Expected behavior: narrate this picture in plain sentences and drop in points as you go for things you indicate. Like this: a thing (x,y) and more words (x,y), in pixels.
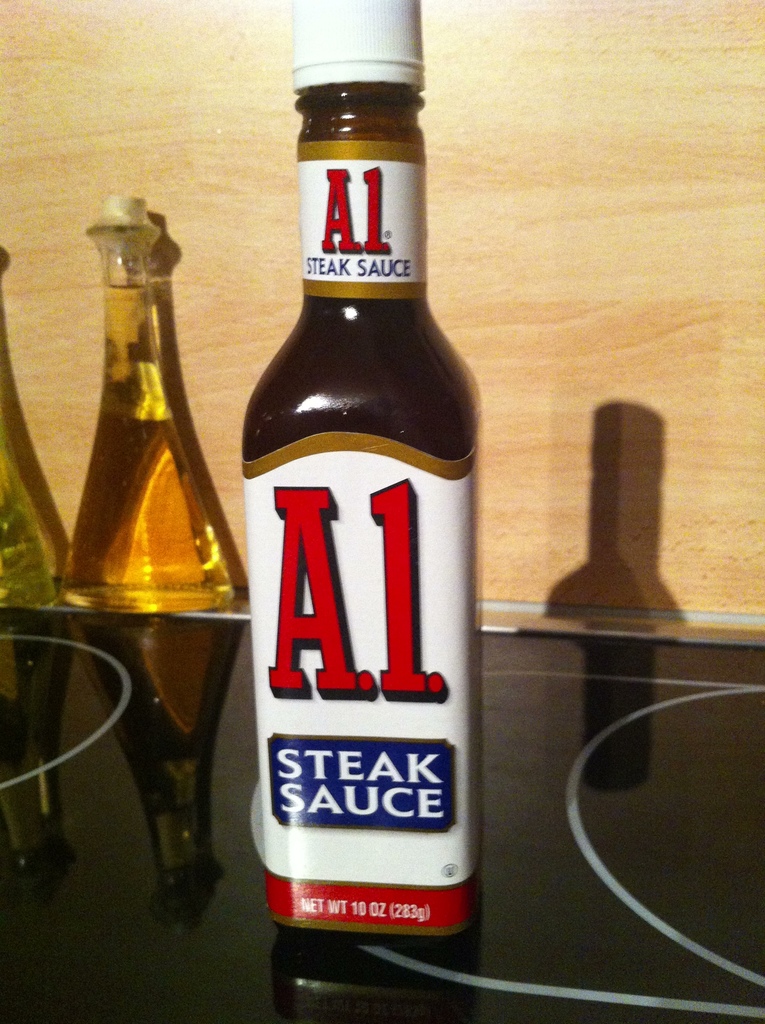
This is the sauce bottle (357,285) closed with white cap (364,60). A label (364,570) is attached to the bottle (434,451). I can see two glass jars (114,496) with some liquid (168,493) inside it. This bottle (357,603) is placed on the black table (548,895). At background (614,471) I can see a wooden texture wall (637,312).
